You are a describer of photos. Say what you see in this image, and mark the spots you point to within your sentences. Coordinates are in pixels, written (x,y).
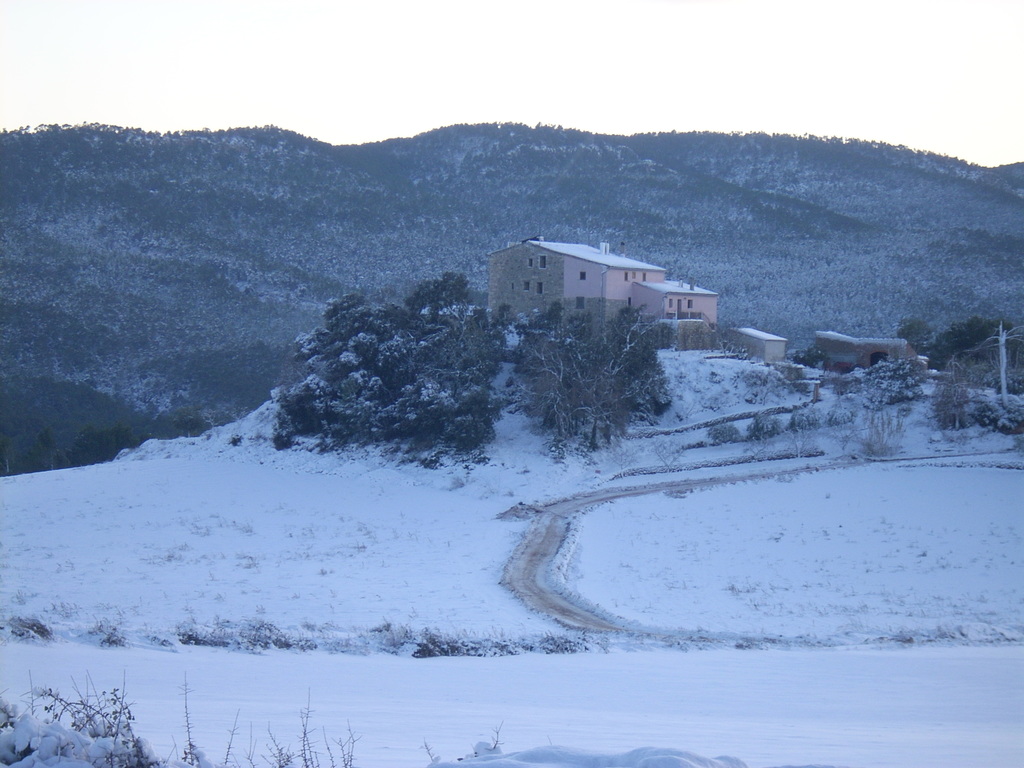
This image is taken outdoors. At the bottom of the image (479,685) there is a ground (207,701) covered with snow (294,554). At the top of the image (67,47) there is a sky (956,85). In the background (217,320) there is a hill (215,352) with a few trees (894,327) and plants (463,251). In the middle of the image (556,379) there are a few trees (651,364) and plants (466,374) and there is a house (609,281).
